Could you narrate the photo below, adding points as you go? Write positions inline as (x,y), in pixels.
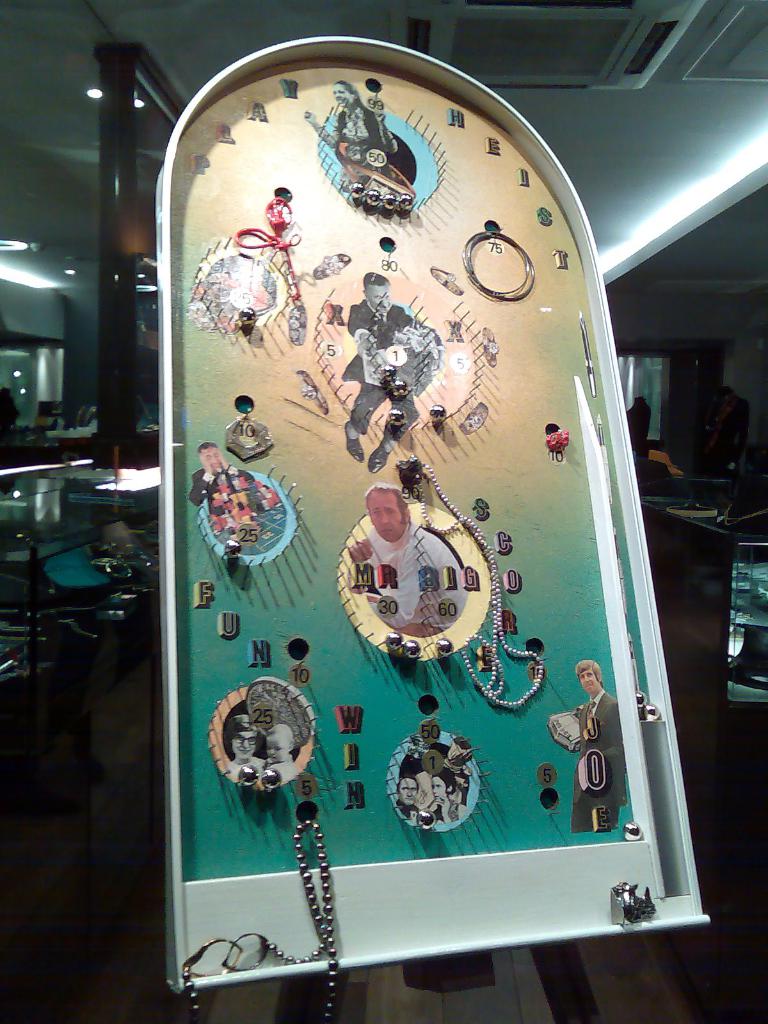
In this image I can see a board (218,673) with photos (211,513) of different people (196,492).
